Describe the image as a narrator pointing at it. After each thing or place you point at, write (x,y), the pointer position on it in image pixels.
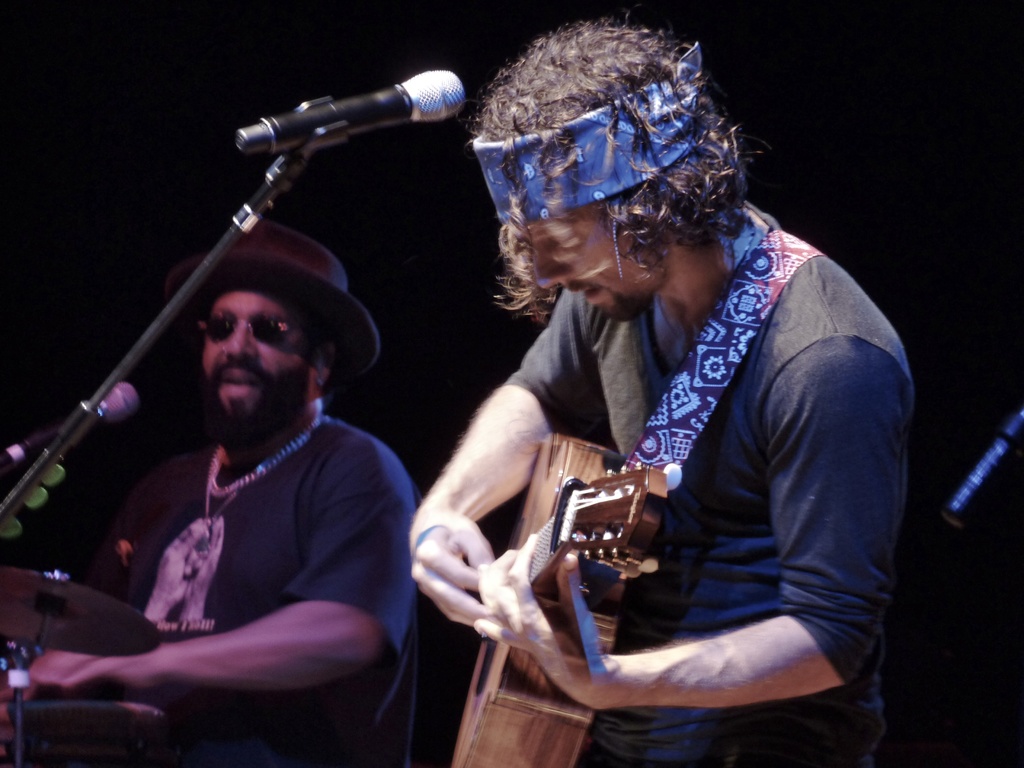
In the image there is a man (710,460) playing guitar (545,580) in front of a mic (345,128) and on left side (266,550) there is another man (220,586) playing drum (119,732).
